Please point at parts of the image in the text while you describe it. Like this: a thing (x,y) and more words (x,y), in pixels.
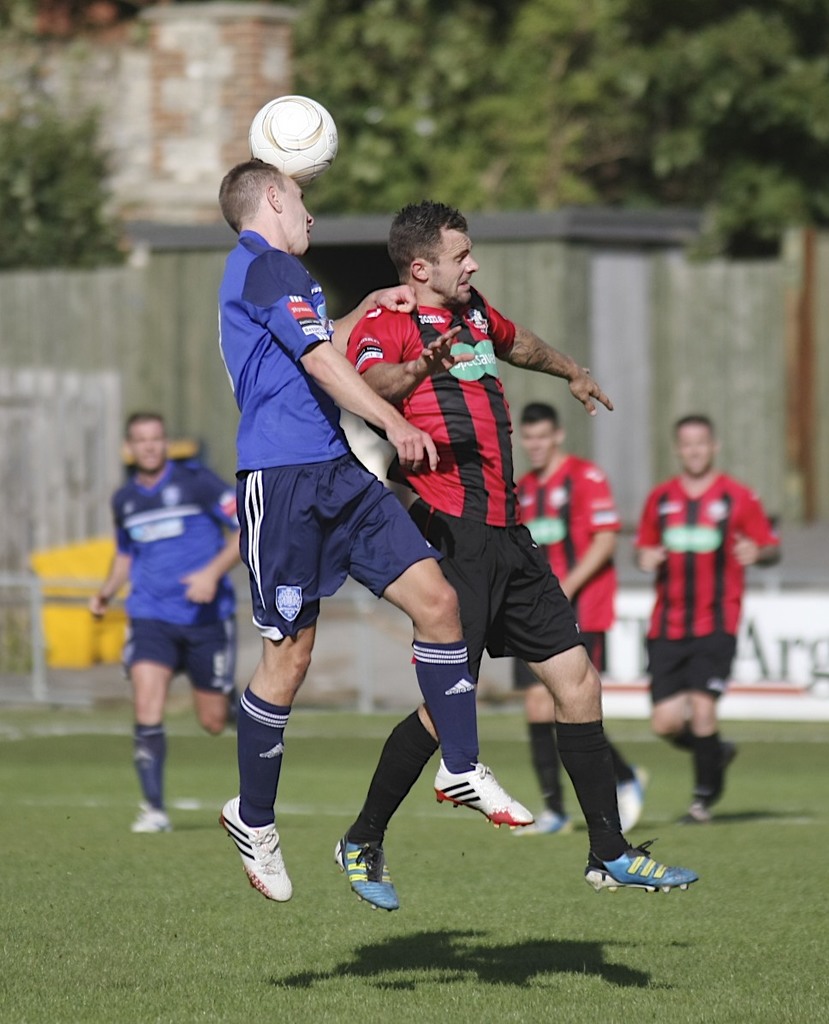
In this image, There is grass (470,931) on the ground (322,975) and there are some people (585,688) playing the football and in the background (175,112) there are walls (163,115) made of bricks (155,128).
